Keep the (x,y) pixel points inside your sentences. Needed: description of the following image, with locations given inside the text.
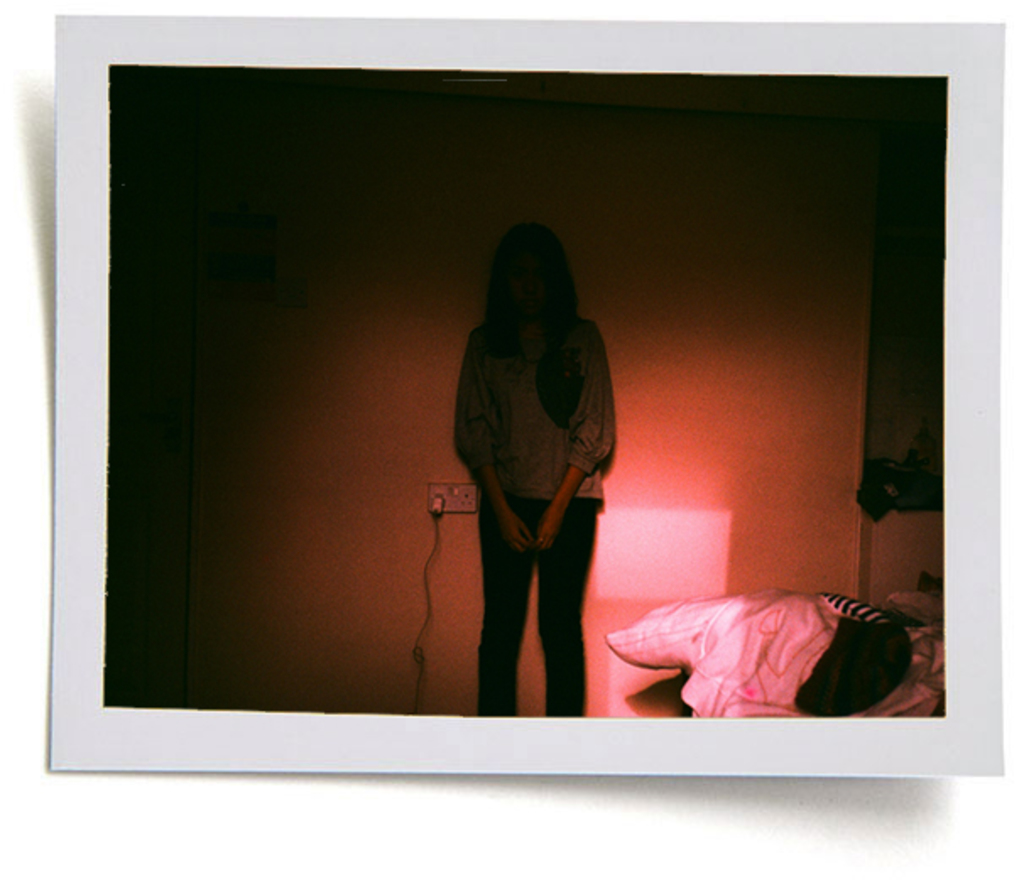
In this image I can see a person (588,507) standing. Also I can see a wall (386,347), cable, socket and in the bottom right corner (796,607) there are some objects (785,591).
